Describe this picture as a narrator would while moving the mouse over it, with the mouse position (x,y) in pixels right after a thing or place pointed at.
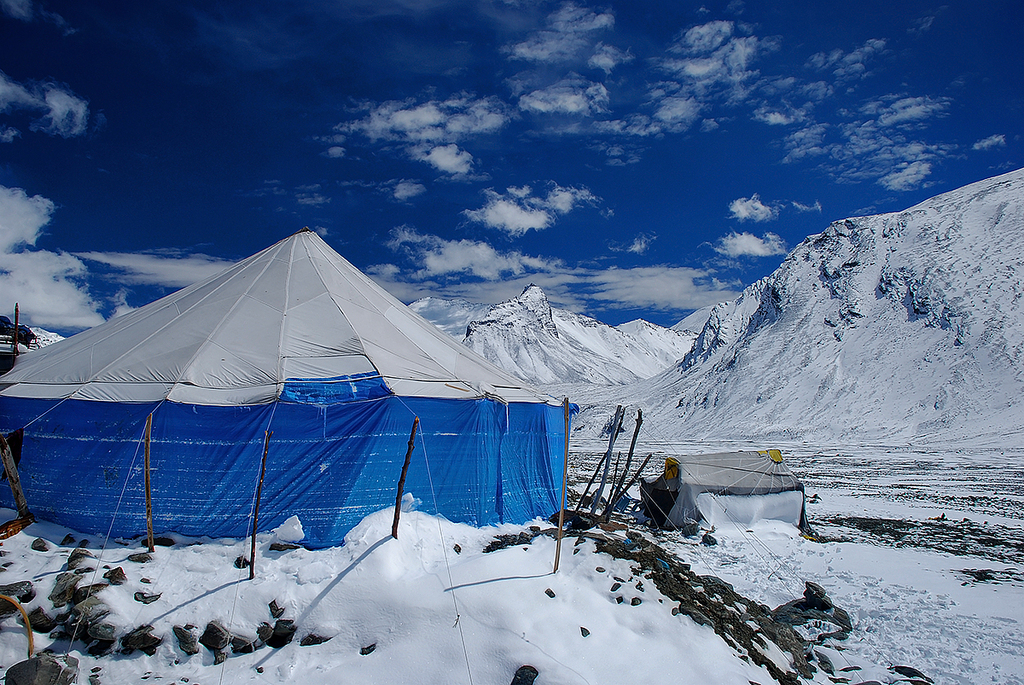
In this image there is a tent (283,427) in the middle of the snow (293,550). In the background (831,336) there are snow mountains (636,352). At the top (596,192) there is sky (661,187). Beside the tent (452,453) there is a small hut (726,487). At the bottom (617,626) there is snow (603,621).
